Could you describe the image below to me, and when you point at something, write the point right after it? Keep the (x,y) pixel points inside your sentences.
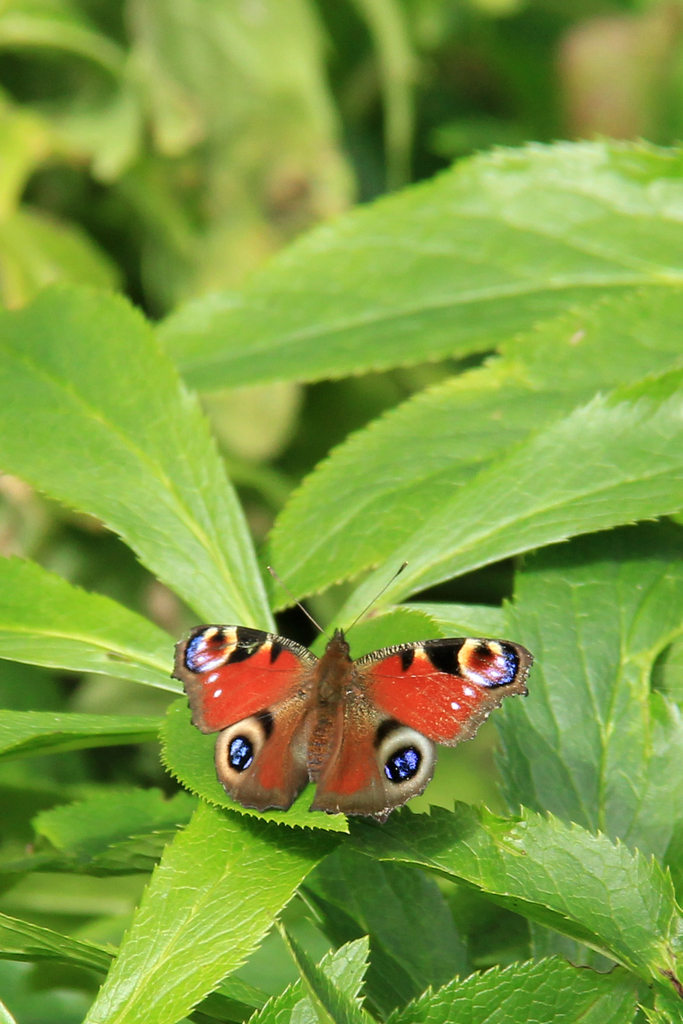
In the photo there is a butterfly (327,752) it is lying on a leaf (378,634) of a plant (385,833) in the background (438,754) there are also few other plants (438,754).
